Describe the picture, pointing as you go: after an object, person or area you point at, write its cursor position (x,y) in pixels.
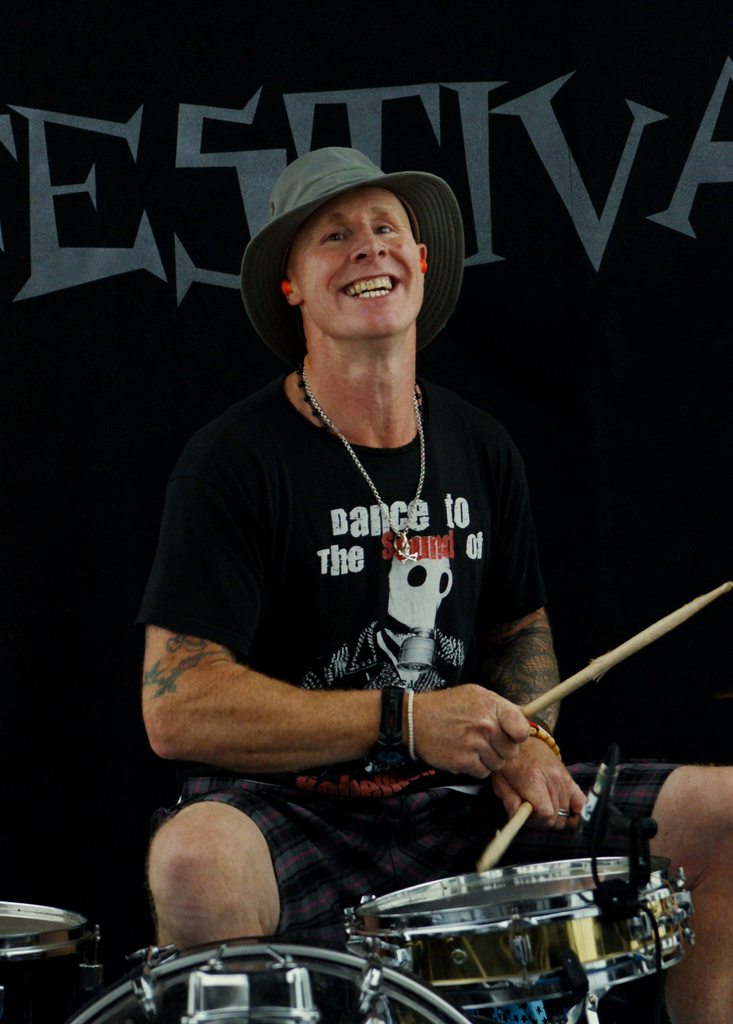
This is the picture of a man (265,634) in black t shirt (300,531) with a hat (309,188) sitting on chair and holding drum sticks (558,691) in front of the man (355,730) there are music instrument (364,905). Behind the man (376,622) there is a black banner (116,316).
